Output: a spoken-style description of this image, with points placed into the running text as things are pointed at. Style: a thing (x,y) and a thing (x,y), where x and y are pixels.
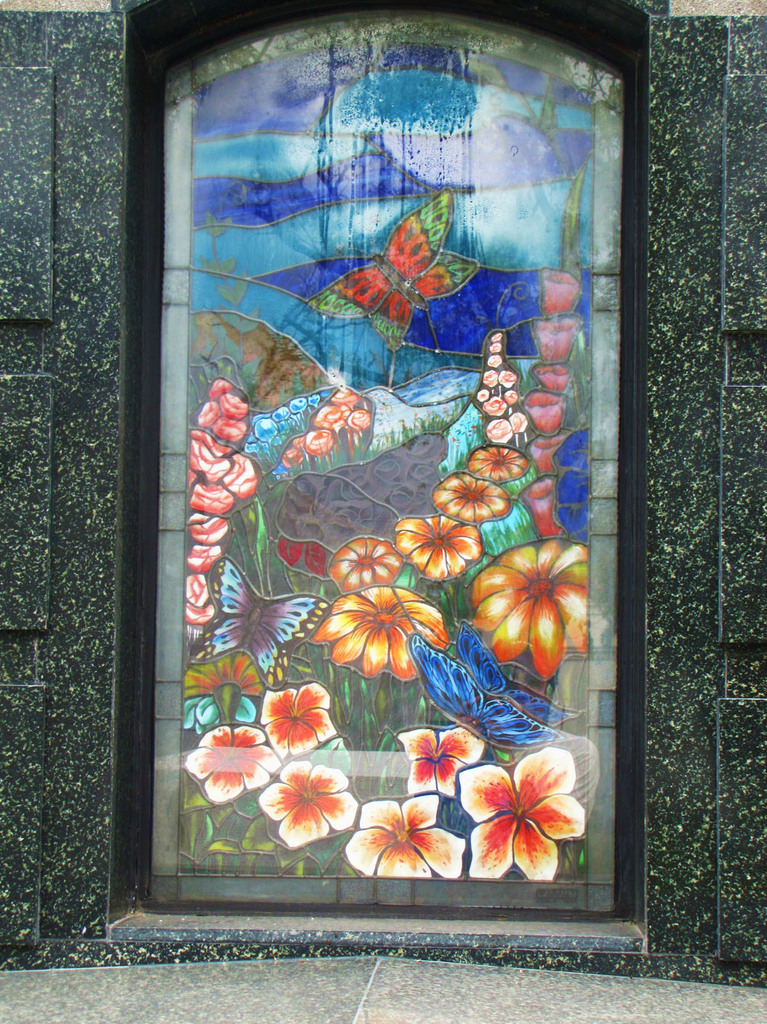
In this picture we can see a stained glass (413,441).
